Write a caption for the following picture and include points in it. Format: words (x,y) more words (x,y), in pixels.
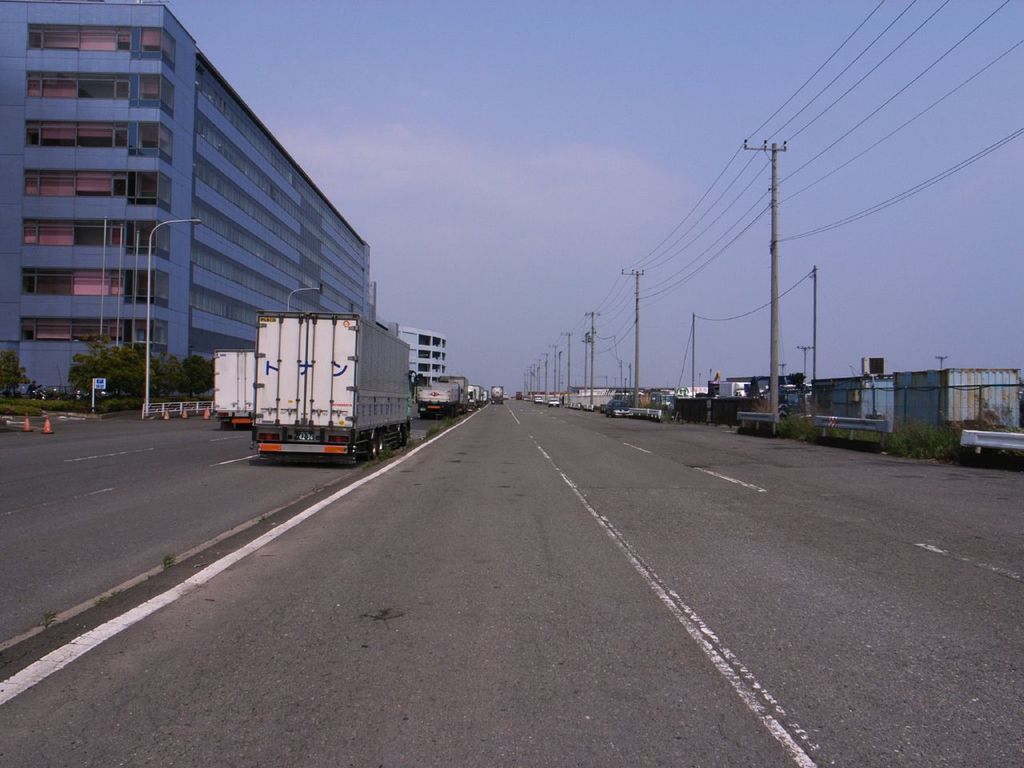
In this image I can see few trucks (295,396) which are white and orange in color on the road (274,483) and I can see few other vehicles (440,383) on the road (474,427). In the background (685,295) I can see few poles (591,341), few wires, few buildings (313,206), few trees (194,367) and the sky (505,179).
